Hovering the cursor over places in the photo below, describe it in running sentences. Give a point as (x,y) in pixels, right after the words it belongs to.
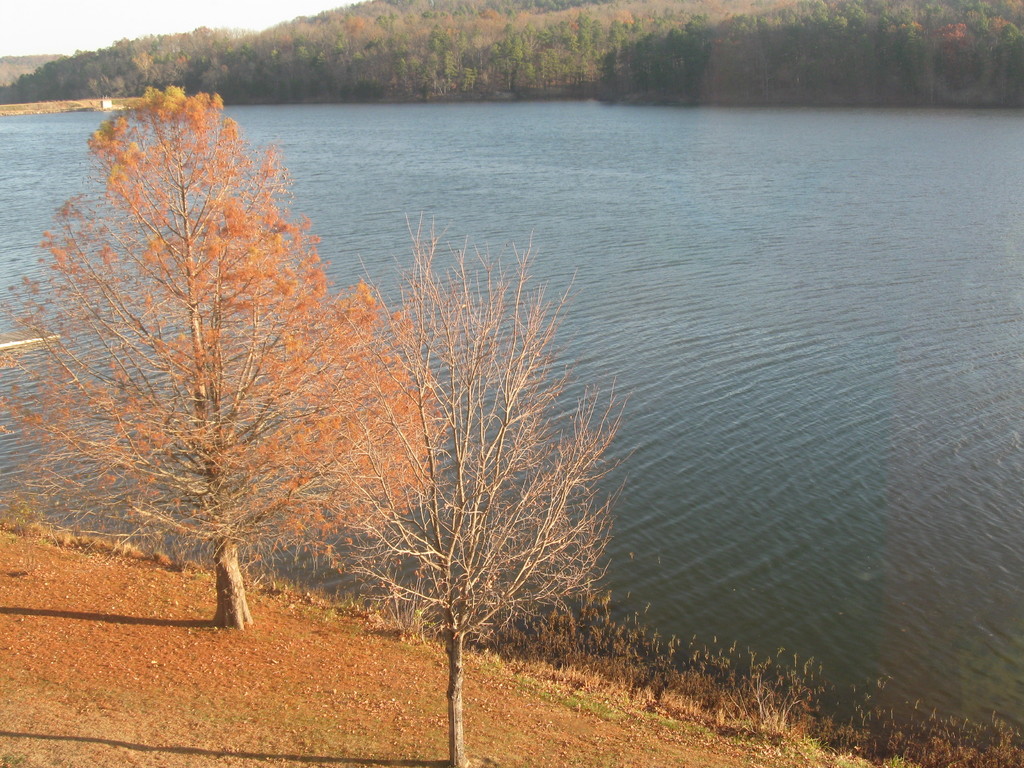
In this image we can see some trees (329,309), plants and water (444,294), in the background (232,16) we can see the sky (138,11).
